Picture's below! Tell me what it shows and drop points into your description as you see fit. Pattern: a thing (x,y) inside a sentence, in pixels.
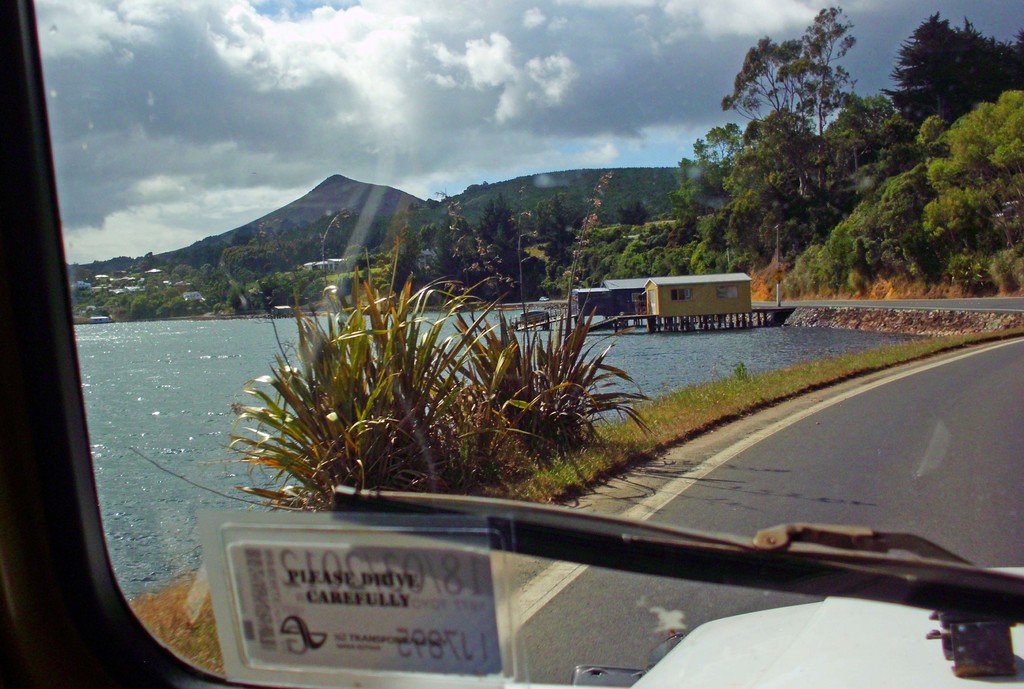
A vehicle (805,647) is moving on a road (888,453). There are many trees (953,202) and water lake (183,383). This is the plant (413,404) and grass (688,411). The sky (235,88) is sunny and cloudy.
